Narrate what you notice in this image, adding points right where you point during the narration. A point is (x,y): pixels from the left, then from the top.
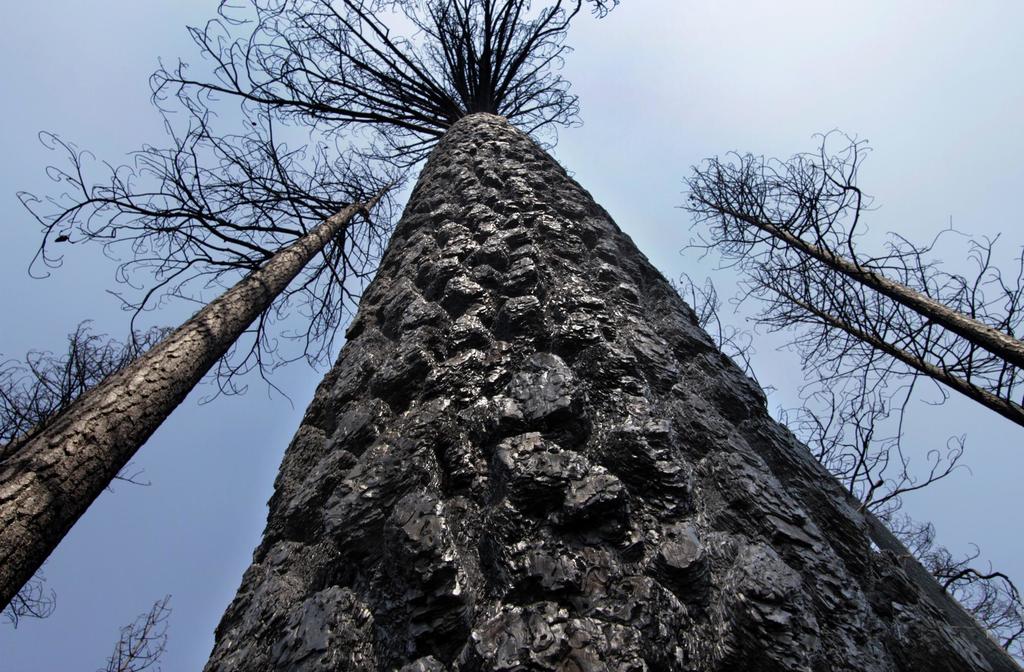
In this image we can see few trees (605,281). We can see the sky (786,63) in the image.
